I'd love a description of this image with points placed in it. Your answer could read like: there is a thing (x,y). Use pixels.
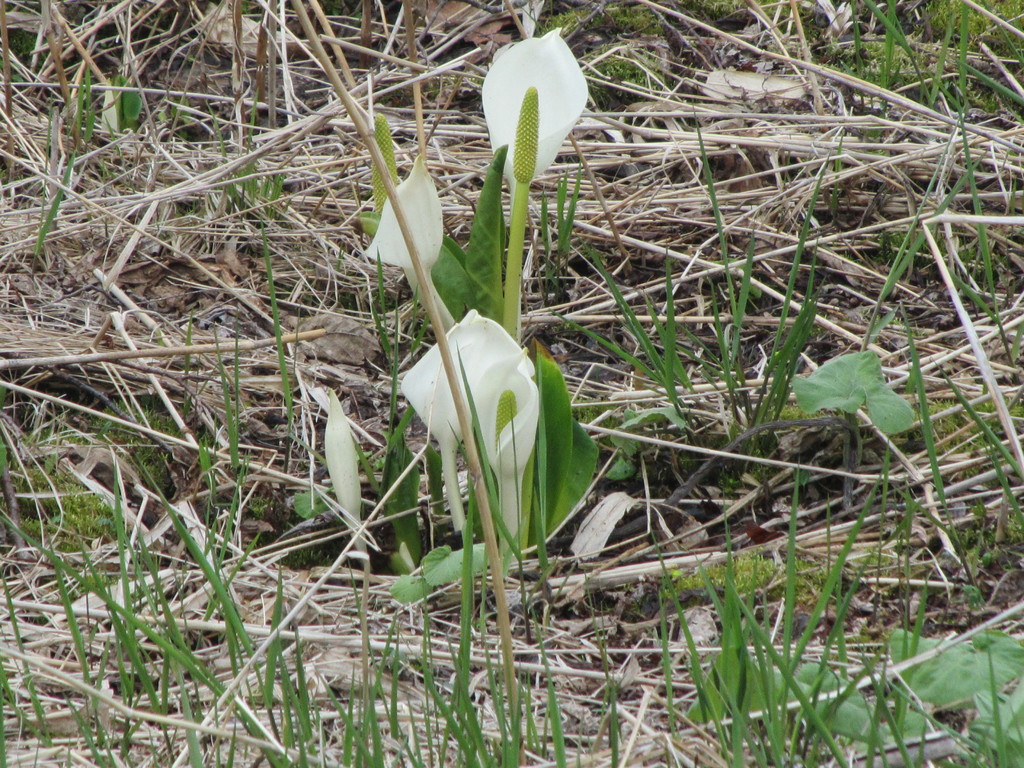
In the image I can see some flowers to the stems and also I can see some dry grass (834,534).
